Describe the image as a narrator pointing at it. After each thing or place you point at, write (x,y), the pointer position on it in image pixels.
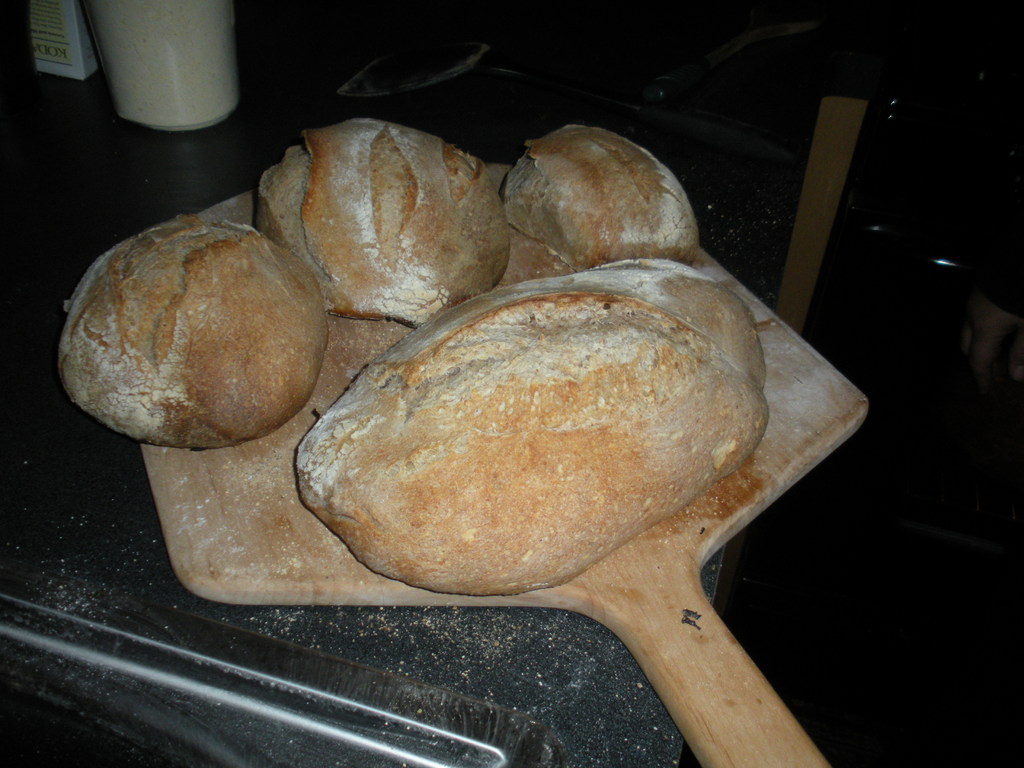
In this picture I can observe bread loaves (479,271) placed on the wooden plate (281,533). This wooden plate (596,587) is placed on the black color table (120,166). The background (543,51) is dark.
